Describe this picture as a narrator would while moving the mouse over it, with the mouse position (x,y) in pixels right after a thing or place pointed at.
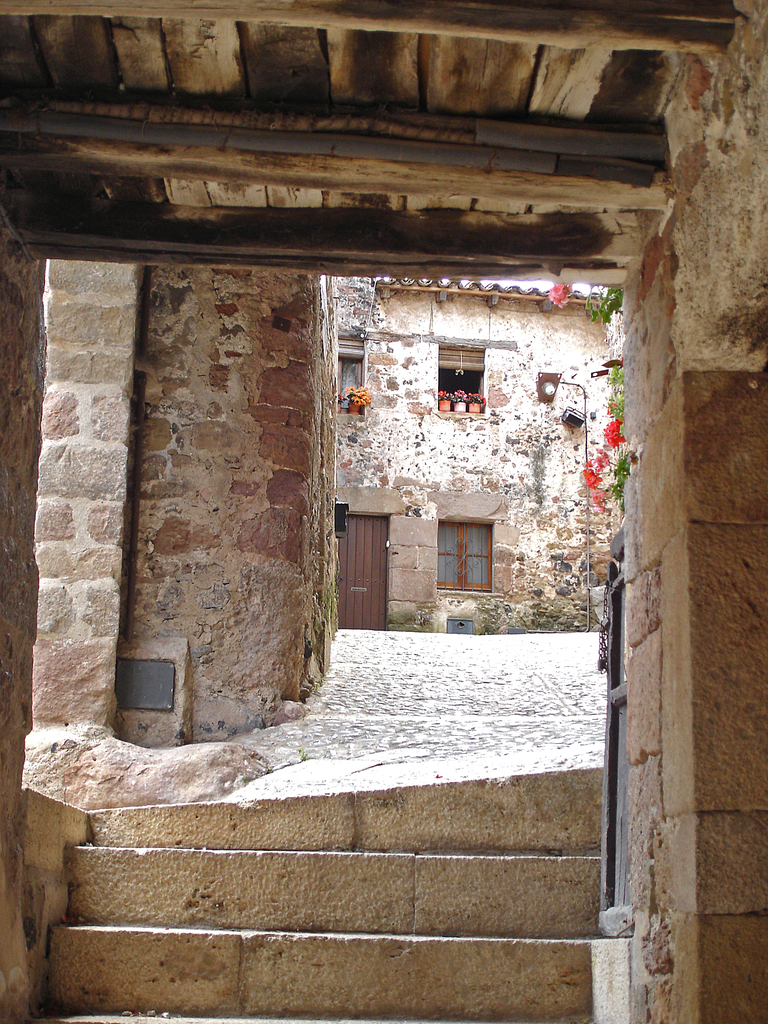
This image consists of a building (494,521) along with windows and a door (377,621). At the bottom (340,906), there are steps (340,882). To the left (117,520), there is a wall (124,534). At the top (336,93), there is a roof (339,95) made up of wood (331,103).
